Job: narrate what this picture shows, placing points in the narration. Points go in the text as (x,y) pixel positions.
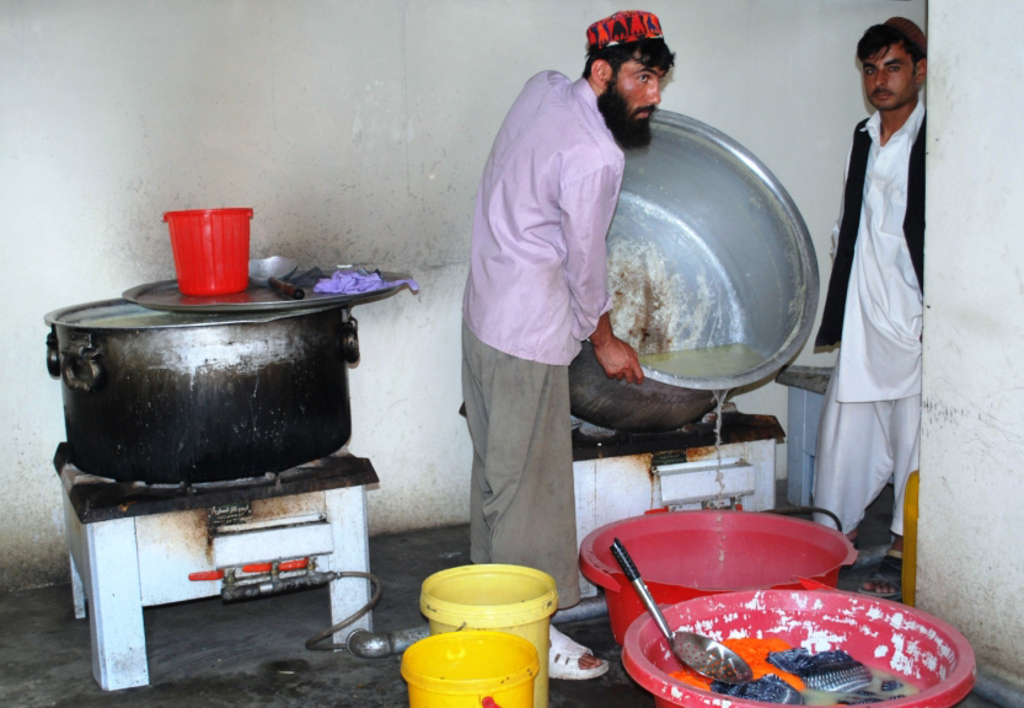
On the left side (87,435) there is a big vessel (181,435) on the stove (175,521), on the right side (697,310) a man (544,241) is holding the vessel (679,312) with his hands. He wore shirt (545,212), trouser (519,460) and a cap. At the bottom (702,620) there are two plastic tubs (747,617) in red color, on the right side (871,203) there is another man (865,241), he wore white color dress (881,353) and a black color coat (849,193).
